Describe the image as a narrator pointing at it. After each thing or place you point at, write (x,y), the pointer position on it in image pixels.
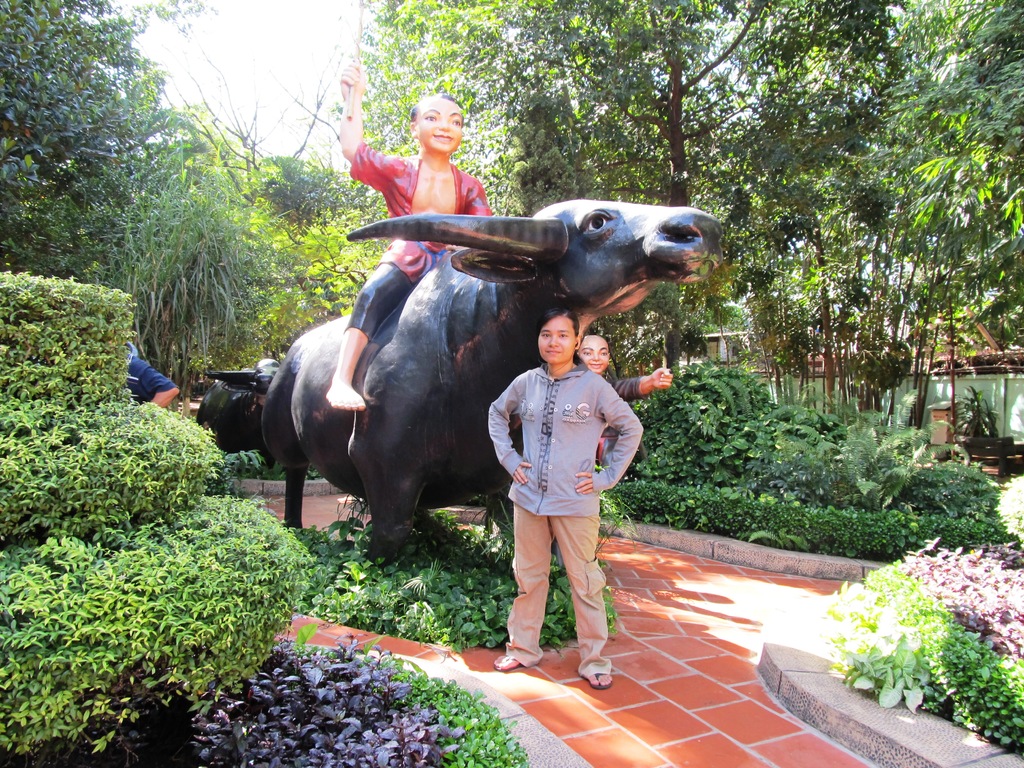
In this image I can see a woman (624,463) is standing near the statue (507,283) of a buffalo (498,288) and a person (426,192) is sitting on it. There are trees (1010,330) on the right side (966,391), there is the wall (975,381). At the top (284,58) it is the sky (276,56).
